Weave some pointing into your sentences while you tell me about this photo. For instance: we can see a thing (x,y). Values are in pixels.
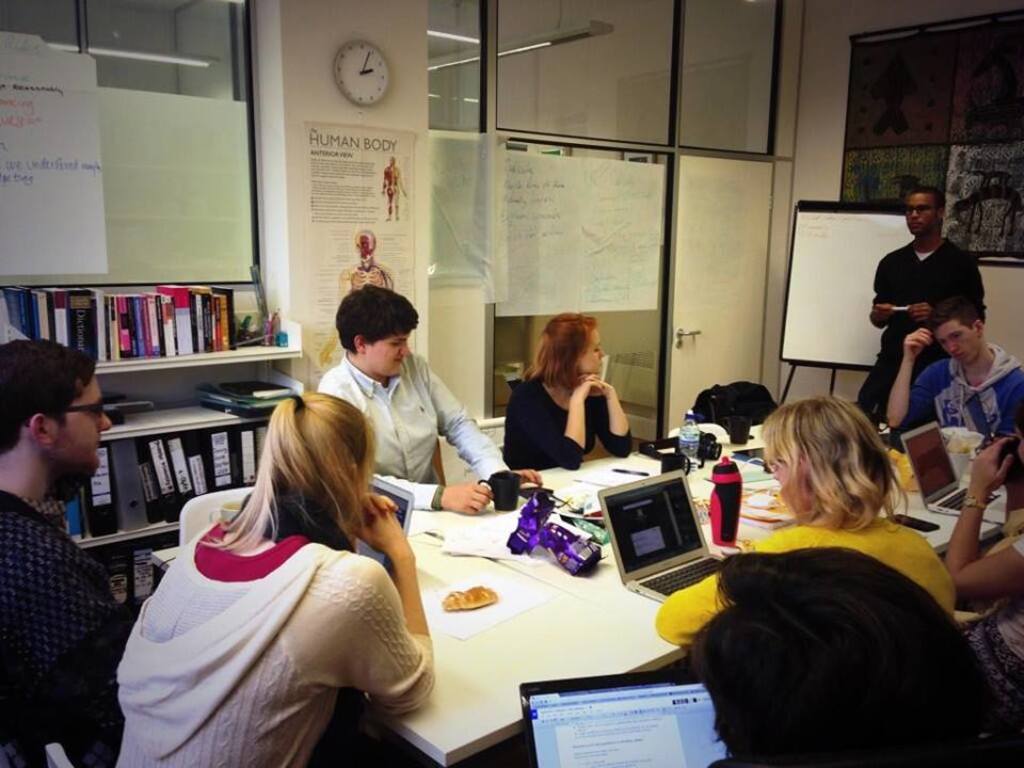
In this picture, we see many people (584,418) sitting on the chairs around the table (653,648). Here, we see laptop (647,534), papers (485,545), cup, water bottle (739,474), plastic cover (549,508) and mobile phone (924,525) placed on that table (946,523). Behind them, we see a door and a wall (272,105) on which posters (338,151) and clock (353,99) are placed. Beside that, we see a rack (157,385) in which many books (183,308) are placed. On the right corner of the picture (840,356), we see a white board (840,280) with some text (828,214) written on it. Beside that, the man (931,283) in black jacket (896,291) is holding a marker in his hand (920,311). Behind him, we see a black color board (954,214) placed on the wall (855,31).
